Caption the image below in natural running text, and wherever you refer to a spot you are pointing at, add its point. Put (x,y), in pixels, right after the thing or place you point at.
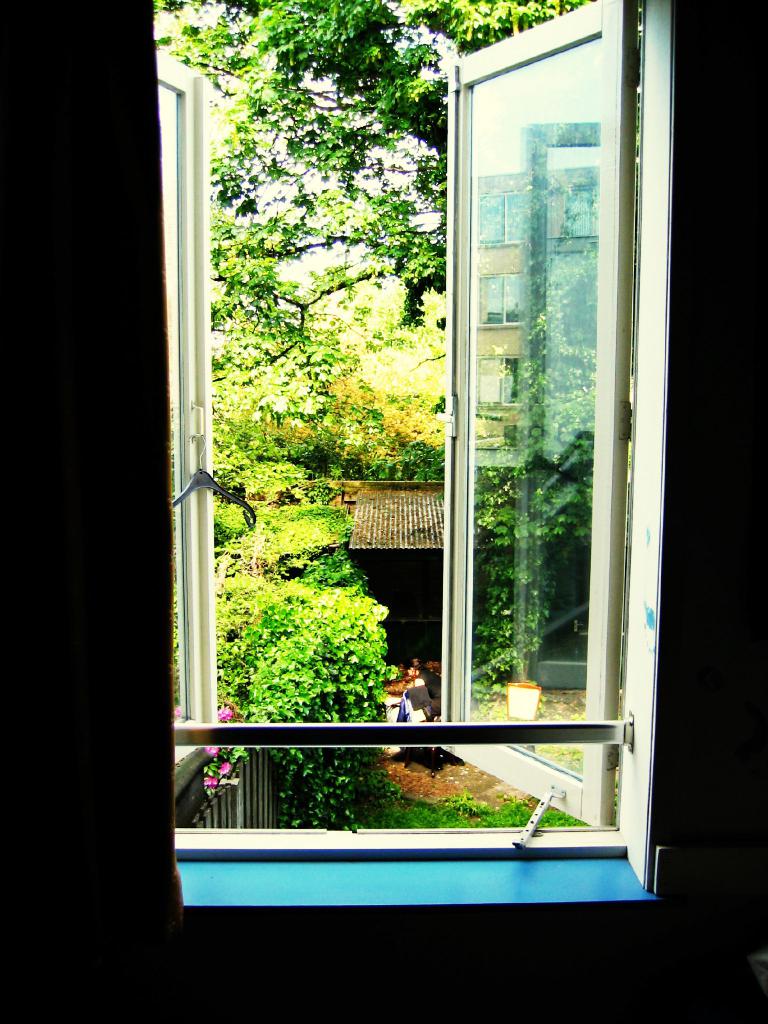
In this picture we can see a glass window (458,526) here, we can see trees (301,383), a sheet (362,537), some flowers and grass (392,805) here.
